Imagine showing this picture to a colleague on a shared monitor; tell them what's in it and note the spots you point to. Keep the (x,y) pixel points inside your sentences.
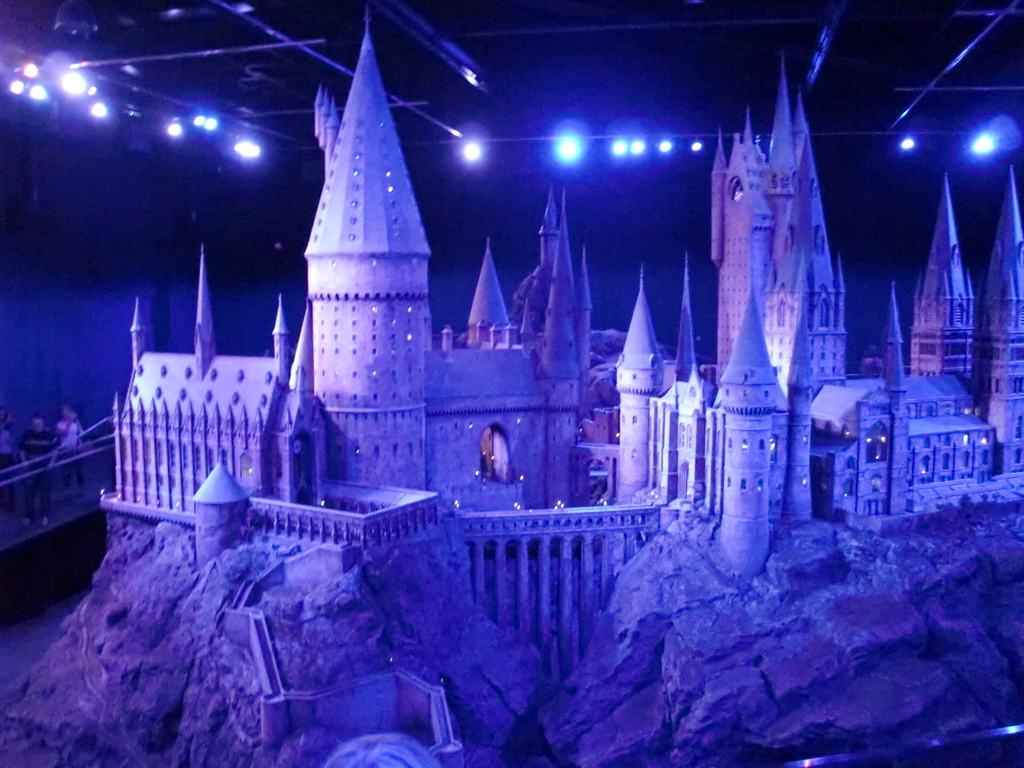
In this image we can see buildings (560,528) with rocks (406,541). The background of the image (450,160) is dark. At the top of the image (555,51) there is the roof (556,13), lights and other objects (71,31). On the left side of the image (7,467) there are railing (6,481) and persons (74,426).
